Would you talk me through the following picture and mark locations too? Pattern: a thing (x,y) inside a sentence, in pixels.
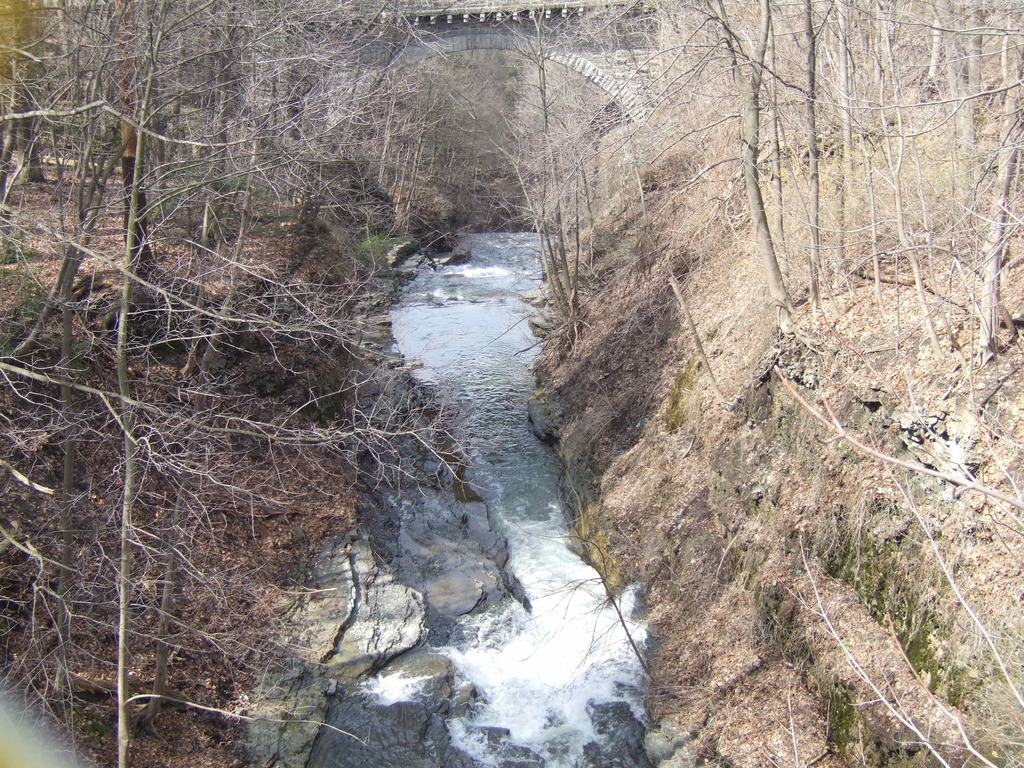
In this image, I can see grass (264,410), trees (203,385), water (514,558) and a bridge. This image might be taken in a day.
